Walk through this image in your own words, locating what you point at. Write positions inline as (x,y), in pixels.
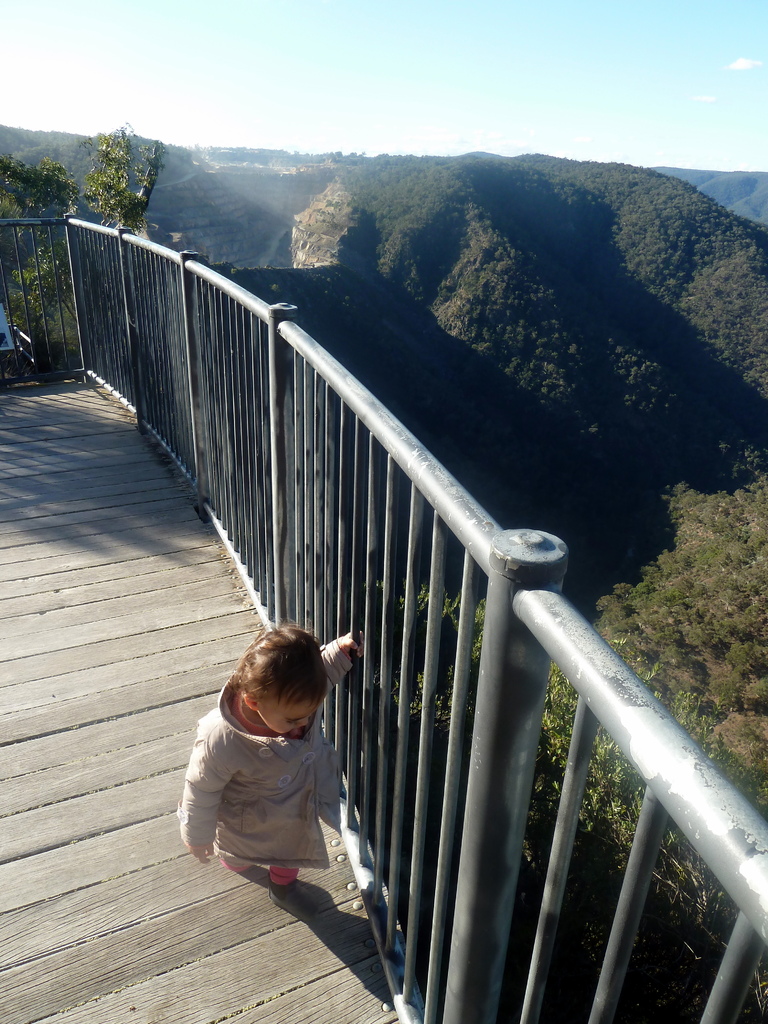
In this image, we can see the fence (242,433). We can also see a kid (302,738) standing on the wooden surface (183,745). We can see some plants (743,631), trees (488,310) and hills (563,281). We can also see the sky (668,77) with clouds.
